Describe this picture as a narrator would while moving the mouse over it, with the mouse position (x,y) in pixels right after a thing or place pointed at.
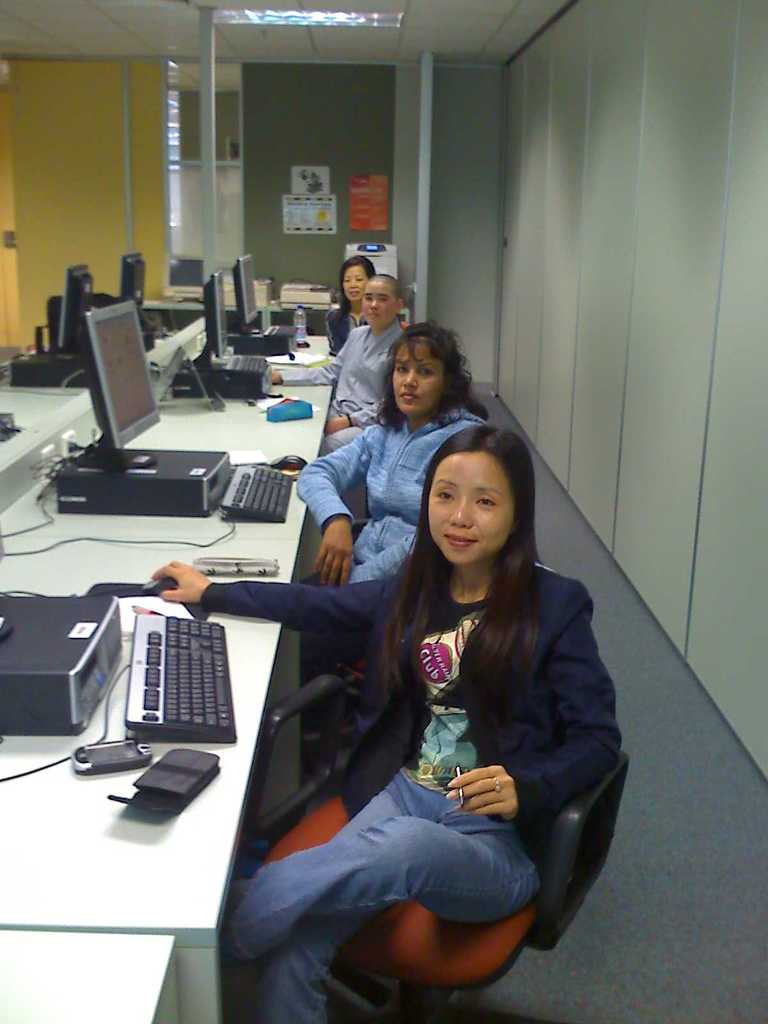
In the middle of the image (411,524) four women (329,610) are sitting and smiling. Bottom left side of the image (225,795) there is a table (199,434), On the table (24,576) there are some computers (137,323) and there are some water bottles (301,305). Top left side of the image (10,27) there is a roof (426,13) and light (312,22). Top right side of the image (603,100) there is a wall (602,181).
